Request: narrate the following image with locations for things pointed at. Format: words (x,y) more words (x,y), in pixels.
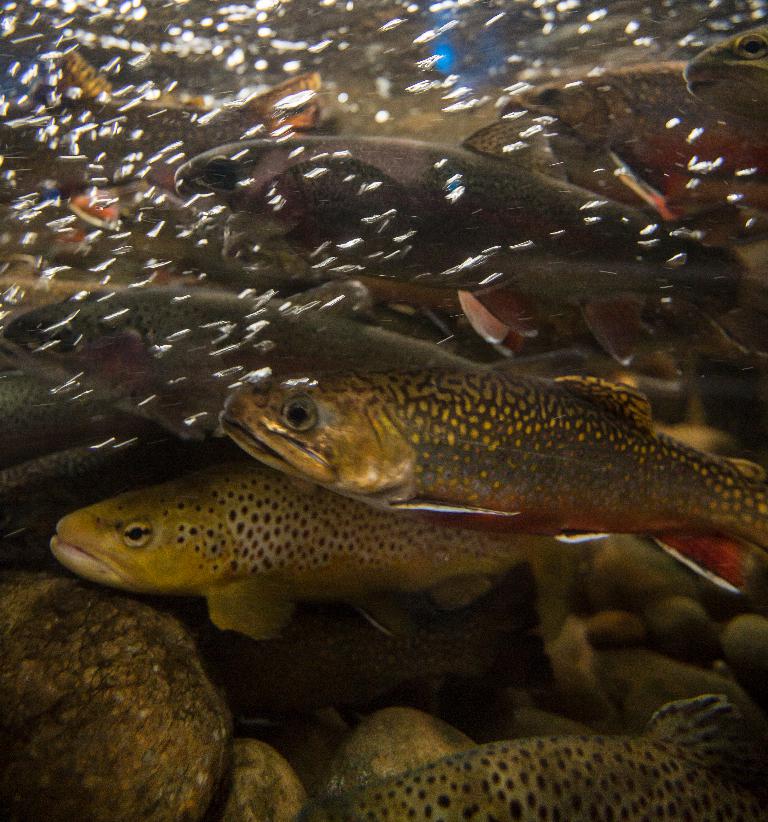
In this picture we can see fish (376,373) and stones (64,791) under the water (521,719).
